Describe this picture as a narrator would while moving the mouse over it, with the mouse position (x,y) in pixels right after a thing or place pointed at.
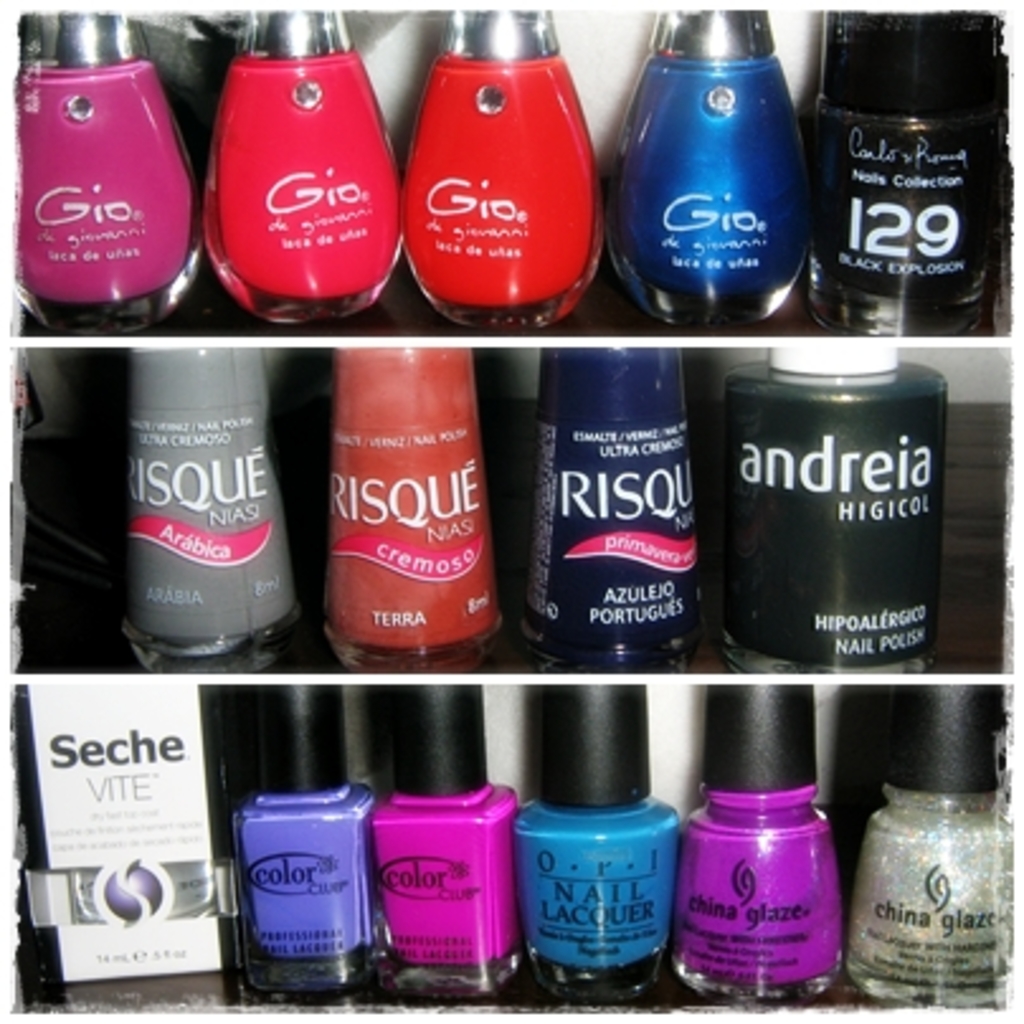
In this image we can see a few bottles (541,396) inside the shelf (311,639) and text (408,615) written on the bottles (554,767).
